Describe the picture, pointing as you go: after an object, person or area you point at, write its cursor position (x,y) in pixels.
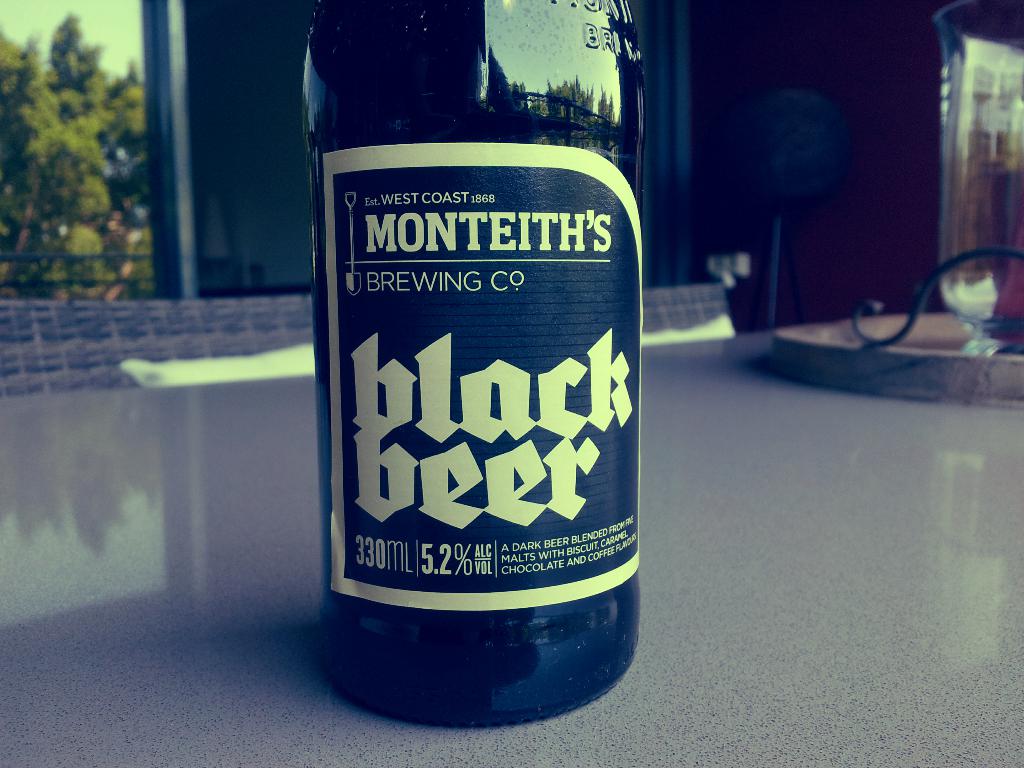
This is a beer bottle (451,84) which is black in color with a label (508,276) attached to the bottle (533,171). This bottle (513,576) is placed on the table (789,687). At background (107,247) I can see a tree (67,174). This looks like a wall (896,186) and here is an object (802,101) placed.
